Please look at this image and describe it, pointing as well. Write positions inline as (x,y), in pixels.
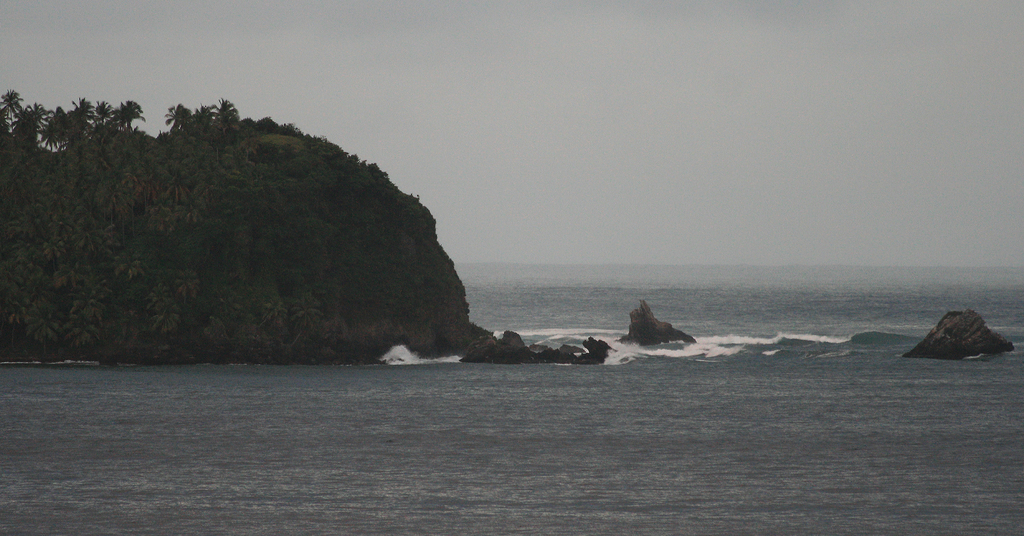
On the left side (71,177), there are trees (319,143) and plants (342,178) on the mountain (355,198) which is in the water (289,428). On the right side (950,341), there are rocks (974,339). In the background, there is sky (603,105).
